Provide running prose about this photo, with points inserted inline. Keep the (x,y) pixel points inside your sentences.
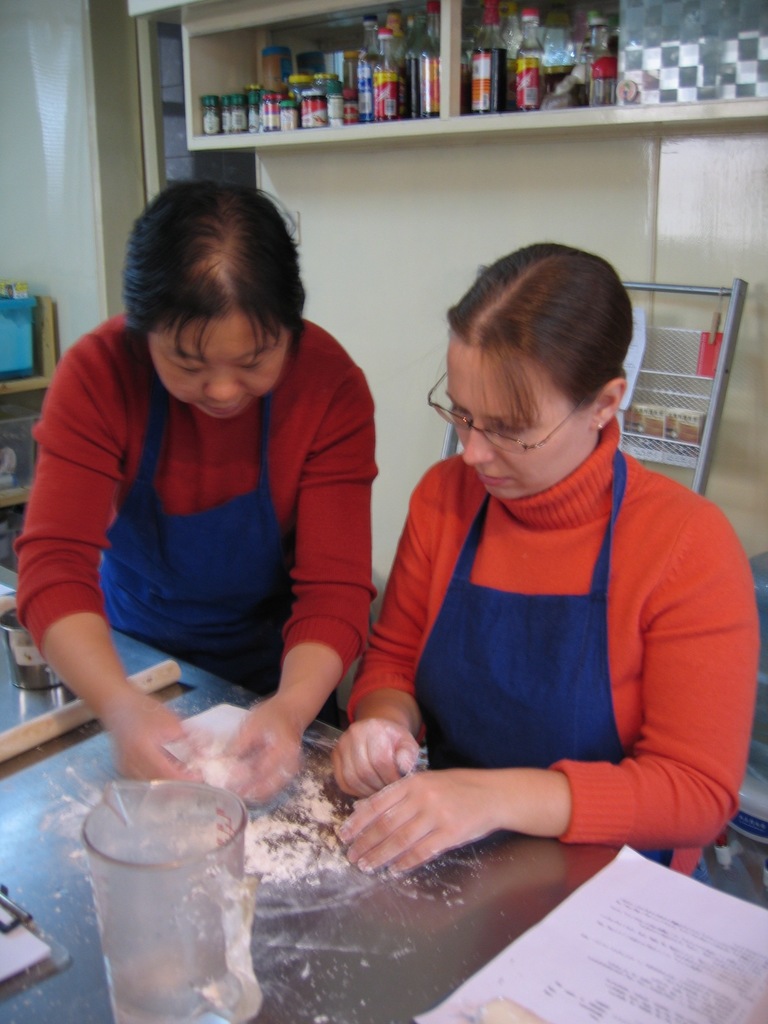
This picture is clicked inside the room (380,777). In the foreground (418,931) there is a table (390,948) on the top of which a jug (186,917), paper (582,975) and some other items (37,955) are placed and we can see a person (605,670) and a person (197,552) holding some object (229,718) and standing. In the background (385,188) we can see the wall (522,190), cabinets (689,65) containing bottles (293,105) and some other objects (353,72) and we can see there are some objects (665,447) in the background (204,126).
